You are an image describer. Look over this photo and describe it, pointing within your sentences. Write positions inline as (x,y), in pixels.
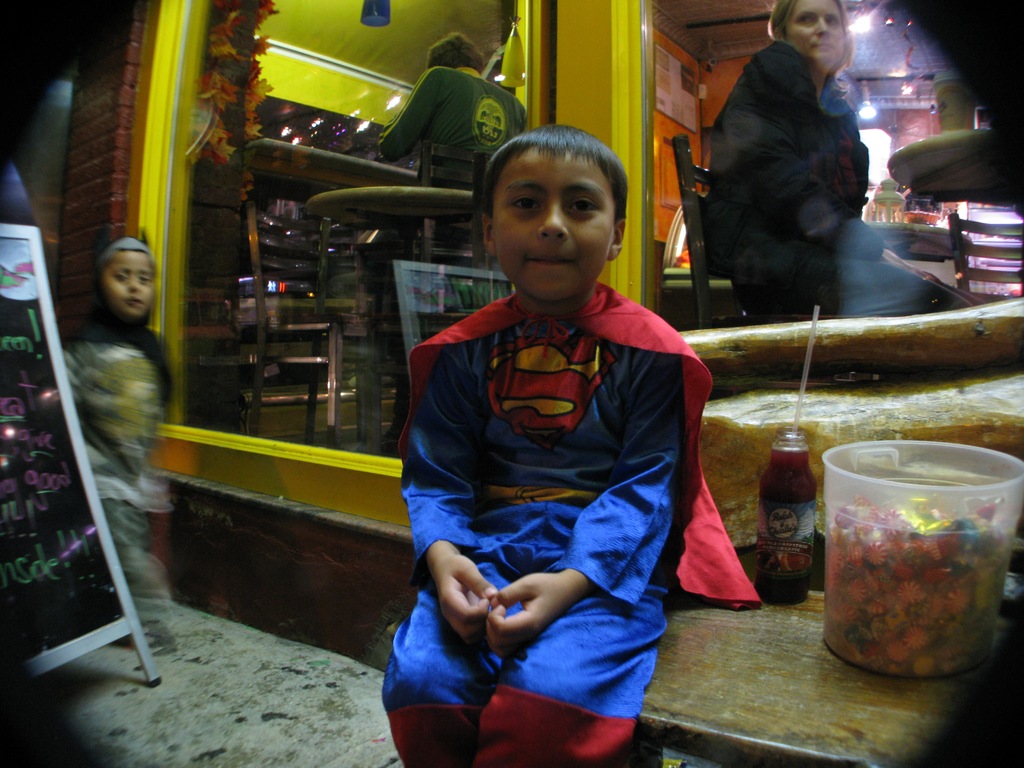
In the picture there is a boy (500,563) sitting on a table (773,666) and behind him there are some toffees (905,561) in a box (941,586), behind the boy (544,629) there is a cafe (334,525) and inside the cafe (578,108) some people (803,174) are sitting and outside the cafe (367,134) there is a board (54,445) and beside the board (5,267) there is another kid (103,436) standing.
